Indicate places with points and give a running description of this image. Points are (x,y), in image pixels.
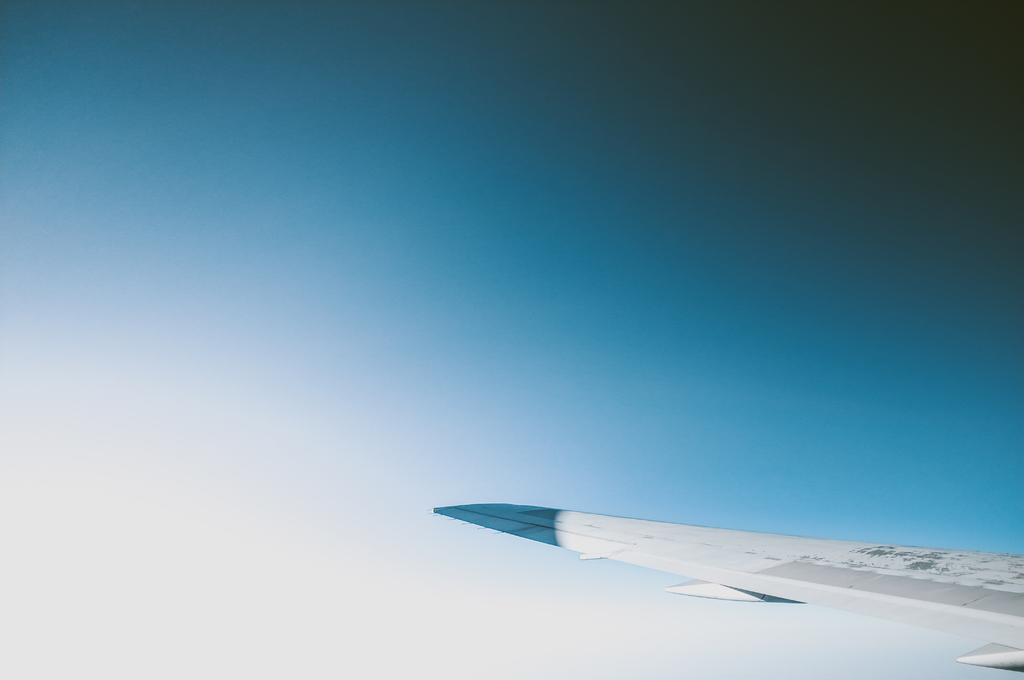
In this image we can see aircraft wing (899,585) and in the background (407,202), we can see the sky (335,345).
